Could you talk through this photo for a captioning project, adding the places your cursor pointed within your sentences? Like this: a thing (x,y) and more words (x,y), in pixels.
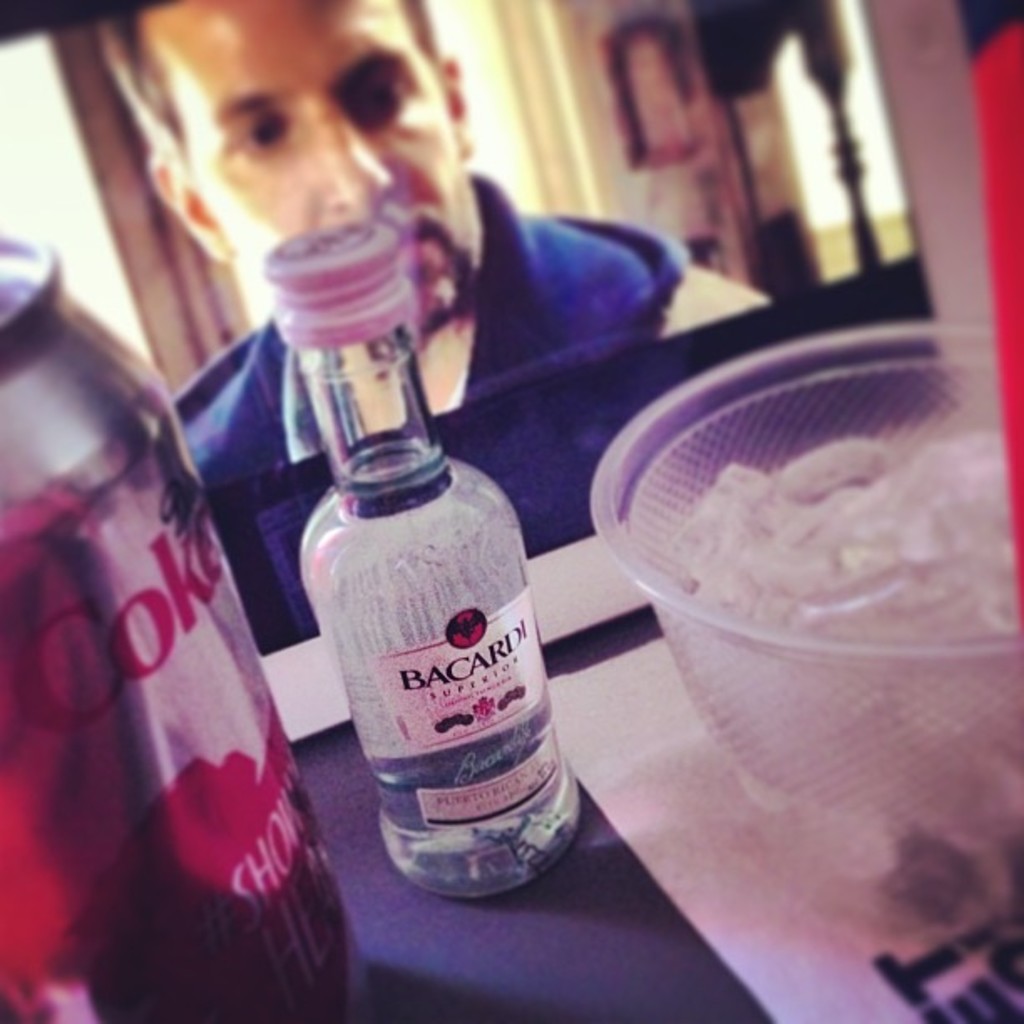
In the image we can see there is table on which there is rum bottle (422,621) and a can (230,861) of cold drink (292,886) and in a bowl (770,635) there are ice cubes (785,477).
